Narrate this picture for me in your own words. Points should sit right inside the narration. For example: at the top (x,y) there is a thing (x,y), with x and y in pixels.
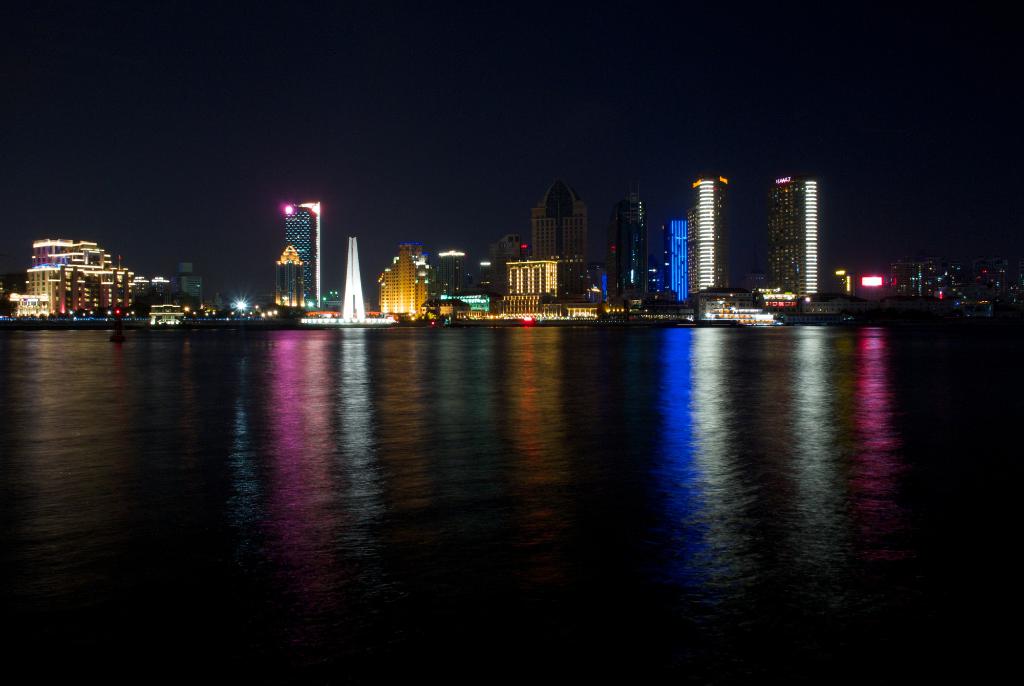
The image is taken in the nighttime. In this image there are buildings (789,220) with the lights (702,241) in the background (352,250) and there is a water (377,551) at the bottom (330,615). At the top (482,58) there is sky (438,39). There are lights (319,245) to the building (692,270).
